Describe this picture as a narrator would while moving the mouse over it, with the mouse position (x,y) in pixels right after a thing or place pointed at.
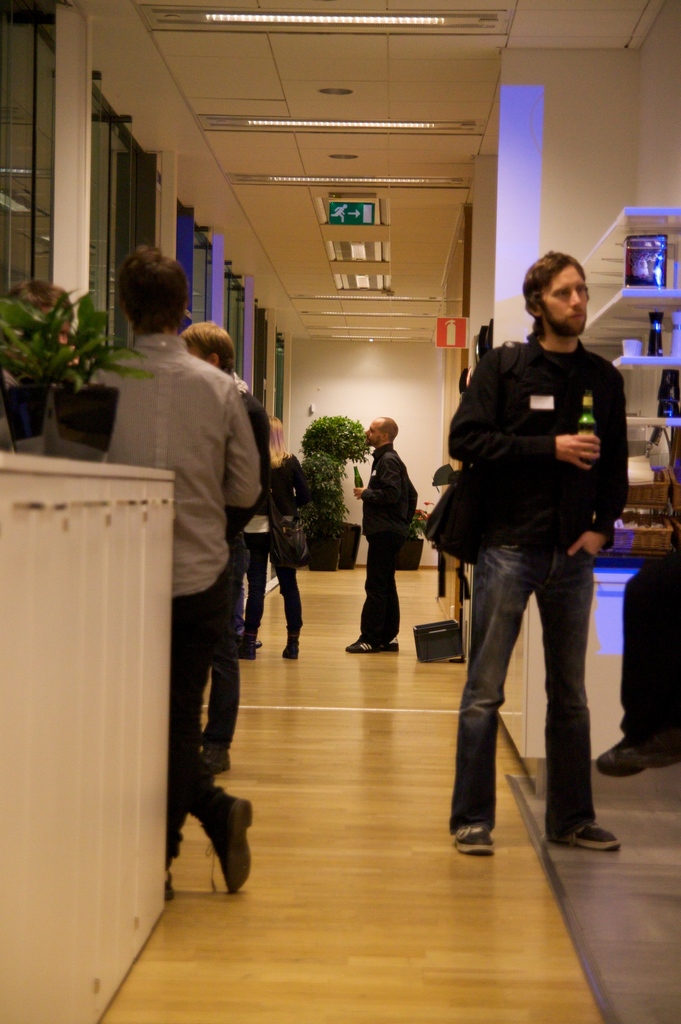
In this image we can see men (575,623) and women (264,564) are standing on the floor (340,903). At the top of the image (338,19), there are lights (364,24) attached to the white color roof (340,81). There is a shelf (628,300) on the right side of the image (652,297). On the left side of the image (81,557), we can see a white color cupboard (68,596) and a potted plant (50,357). There are potted plants (327,482) in the background of the image (327,517).
